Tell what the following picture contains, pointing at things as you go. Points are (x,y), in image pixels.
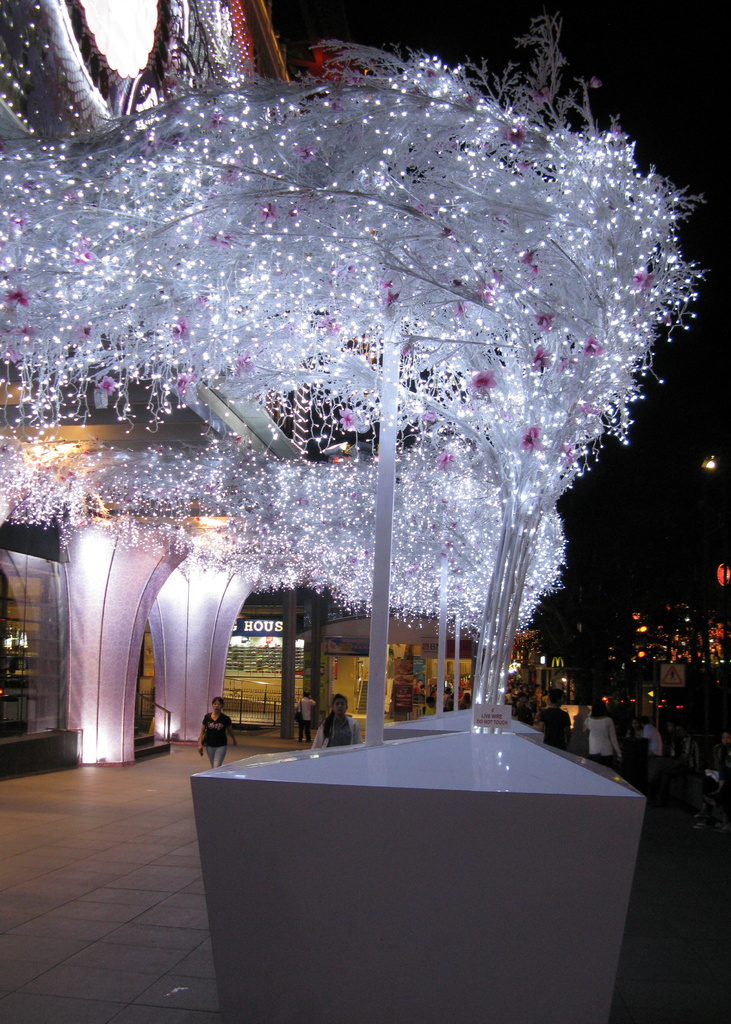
In this image we can see tree (274,303) is decorated with white color lights (467,278). There is a shop (257,645) in the background (357,654) and people (640,720) are moving on the pavement (142,861). We can see one building (82,608) on the left side of the image (104,638).
